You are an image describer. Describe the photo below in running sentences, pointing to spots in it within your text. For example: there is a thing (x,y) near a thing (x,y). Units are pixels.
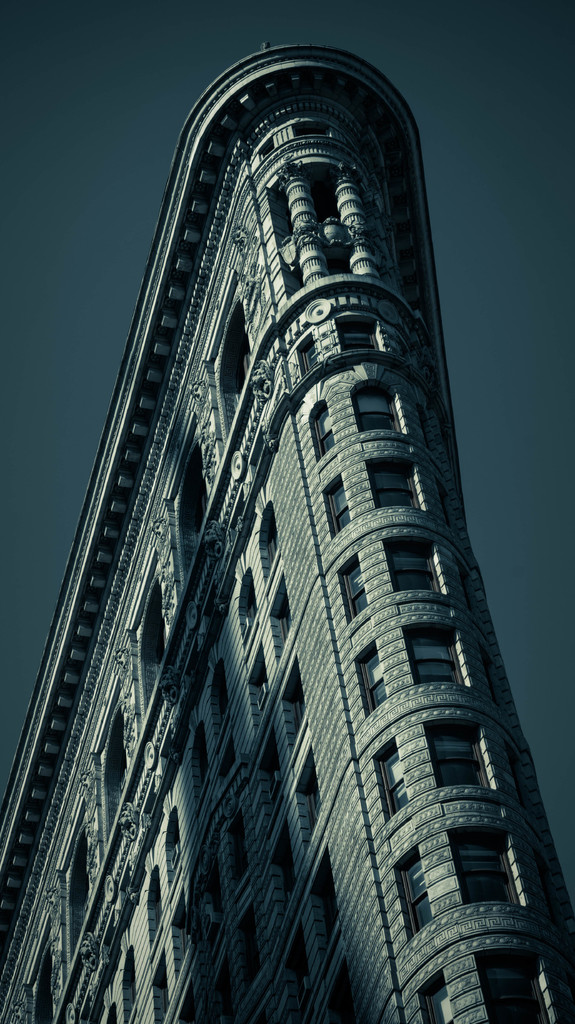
In this image there is a tall building (305,323). There are small windows (453,745) on the building (453,769). There is a sky (430,174).
